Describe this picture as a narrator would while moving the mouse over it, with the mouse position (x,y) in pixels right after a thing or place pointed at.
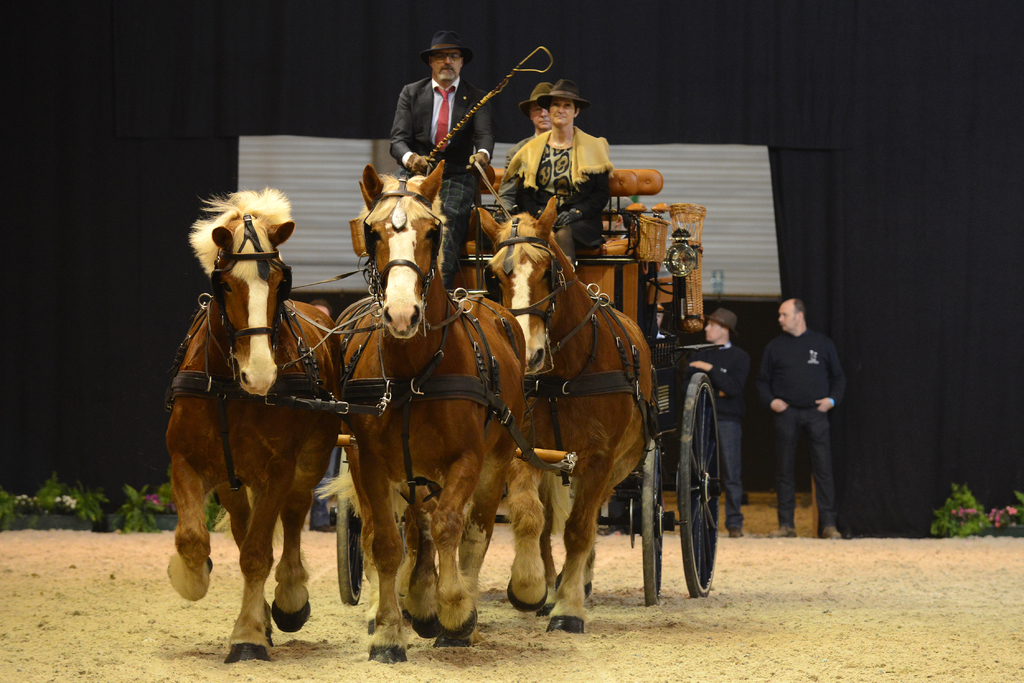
This is a horse cart (639,175) where a three people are sitting on it. Here we can see a two people (719,312) standing on the right side (710,335).
